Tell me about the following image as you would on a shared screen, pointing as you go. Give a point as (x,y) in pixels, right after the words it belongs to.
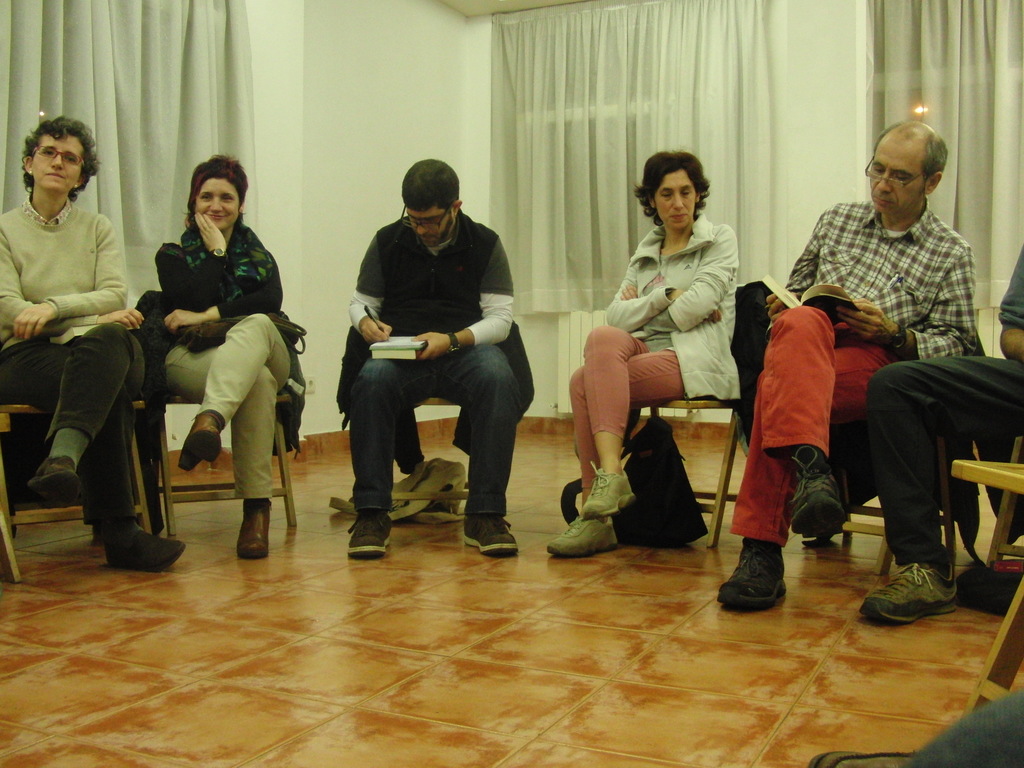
In this picture I can see there are a few people (786,494) sitting on the chair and there are two men (380,315), one of them is writing and the other is reading a book (812,288), in the backdrop (223,98) there are windows (167,117) with curtains (691,146).
